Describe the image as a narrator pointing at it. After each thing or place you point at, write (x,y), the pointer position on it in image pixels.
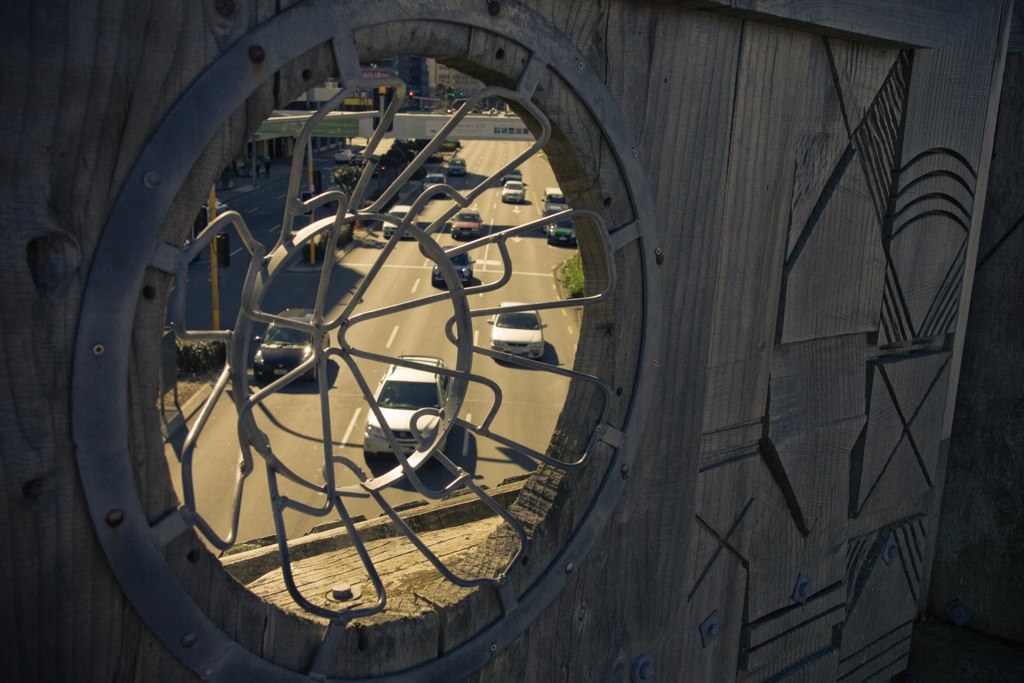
In this image we can see cars (413,387) passing on the road (521,393) through a circular shaped metal window (315,321).
